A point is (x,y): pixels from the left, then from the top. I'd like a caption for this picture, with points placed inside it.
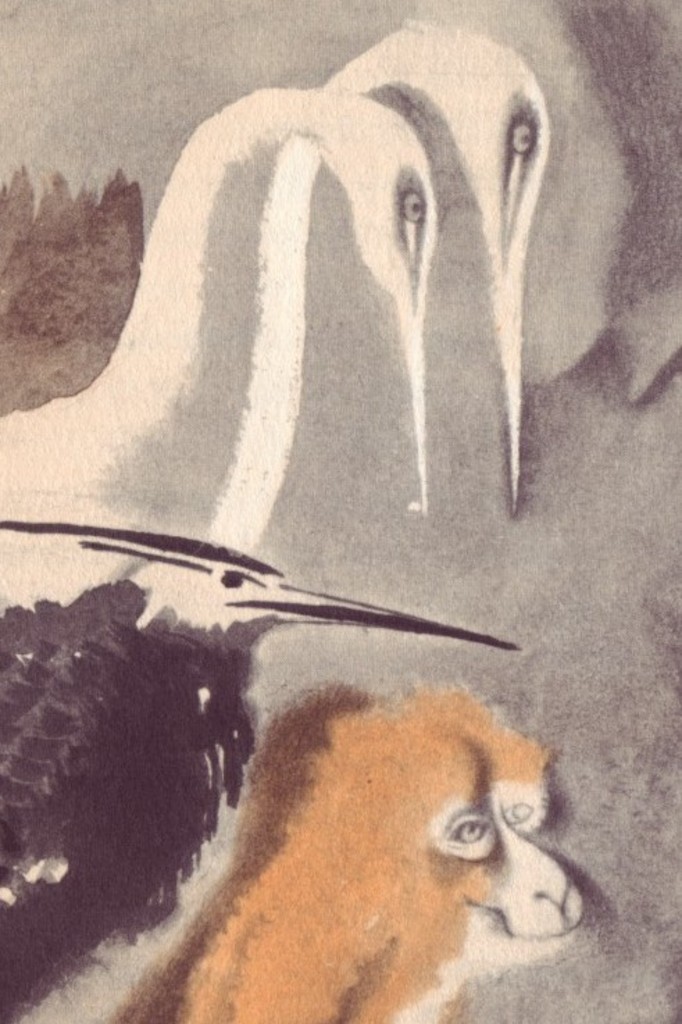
In this painting we can see birds (248,427) and a monkey (505,781).
